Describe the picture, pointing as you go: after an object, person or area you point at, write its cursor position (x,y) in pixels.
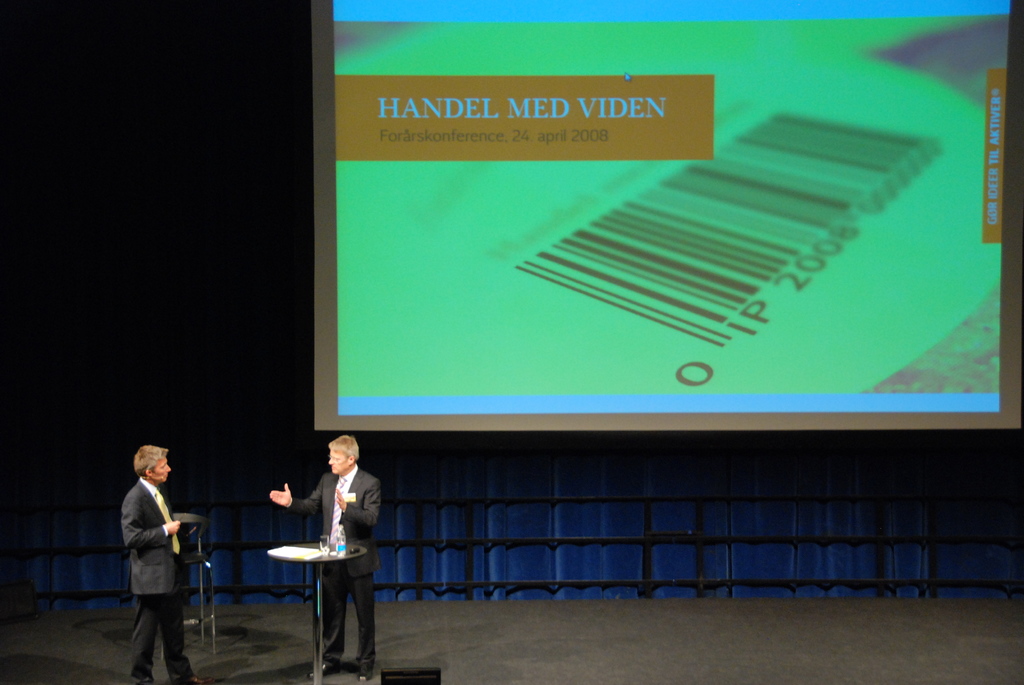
In this image, we can see two persons (344,467) standing and wearing clothes (326,486). There is a table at the bottom of the image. There is an object (199,622) in the bottom left of the image (196,561). There is a screen (560,380) in the middle of the image (572,386).
